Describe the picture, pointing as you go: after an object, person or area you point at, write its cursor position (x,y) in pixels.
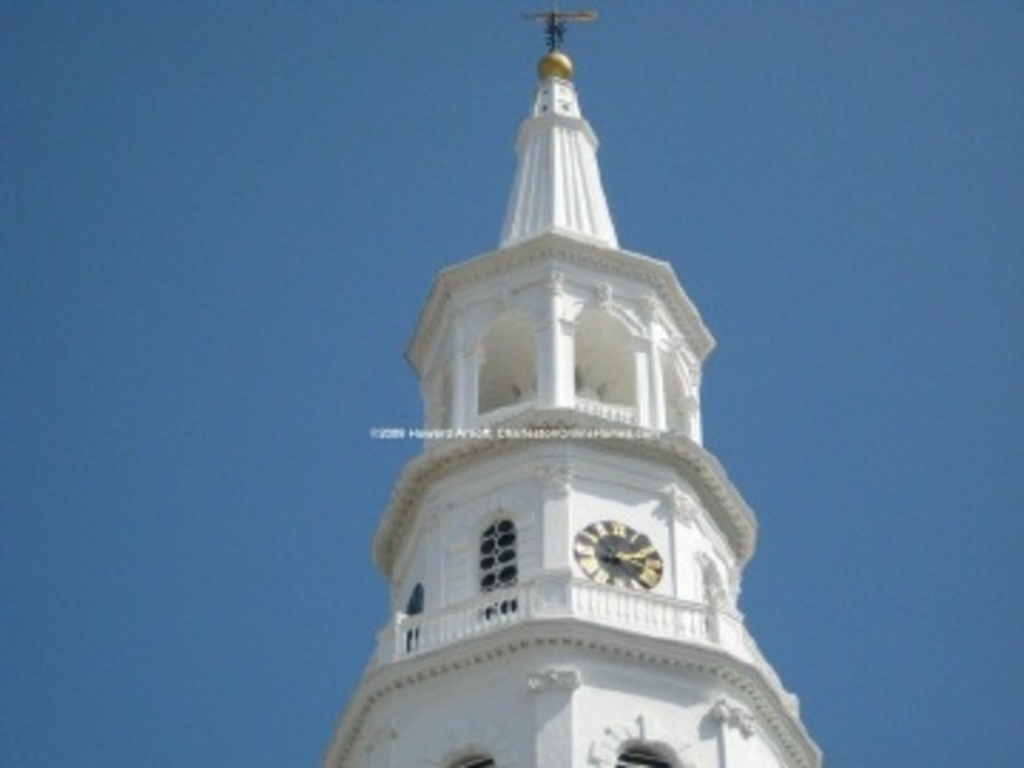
In the picture we can see clock tower (577,540) to which clock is attached and there is clear sky (253,270).
